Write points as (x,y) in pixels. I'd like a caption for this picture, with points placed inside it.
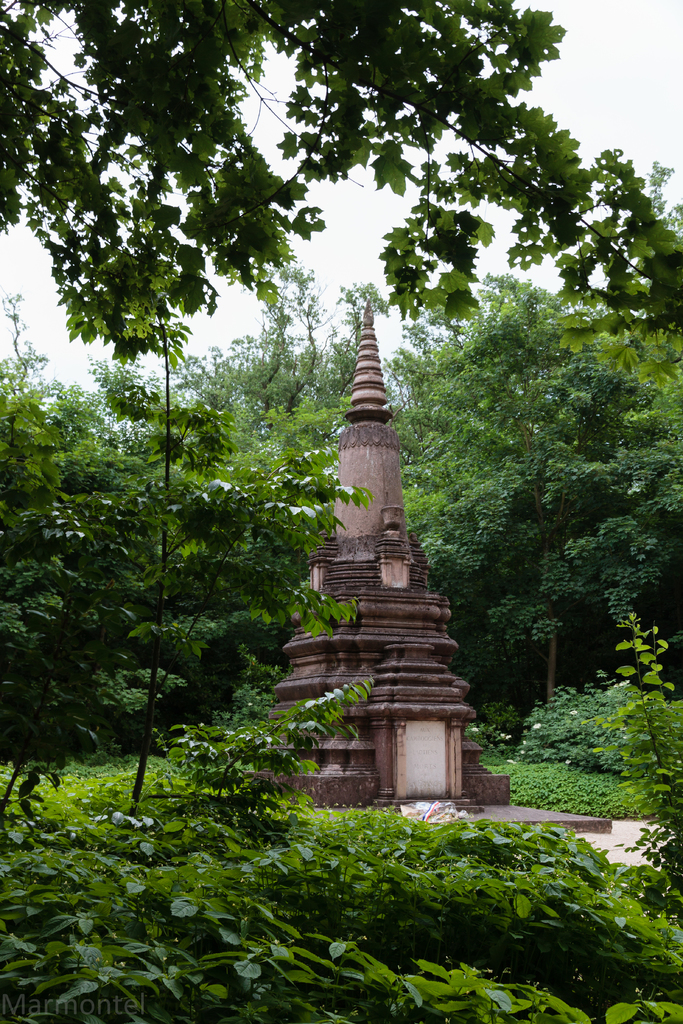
In the picture I can see the temple construction (450,782) in the middle of the image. In the foreground (393,832) I can see the plants (459,832). In the background (439,475), I can see the trees (395,372).
